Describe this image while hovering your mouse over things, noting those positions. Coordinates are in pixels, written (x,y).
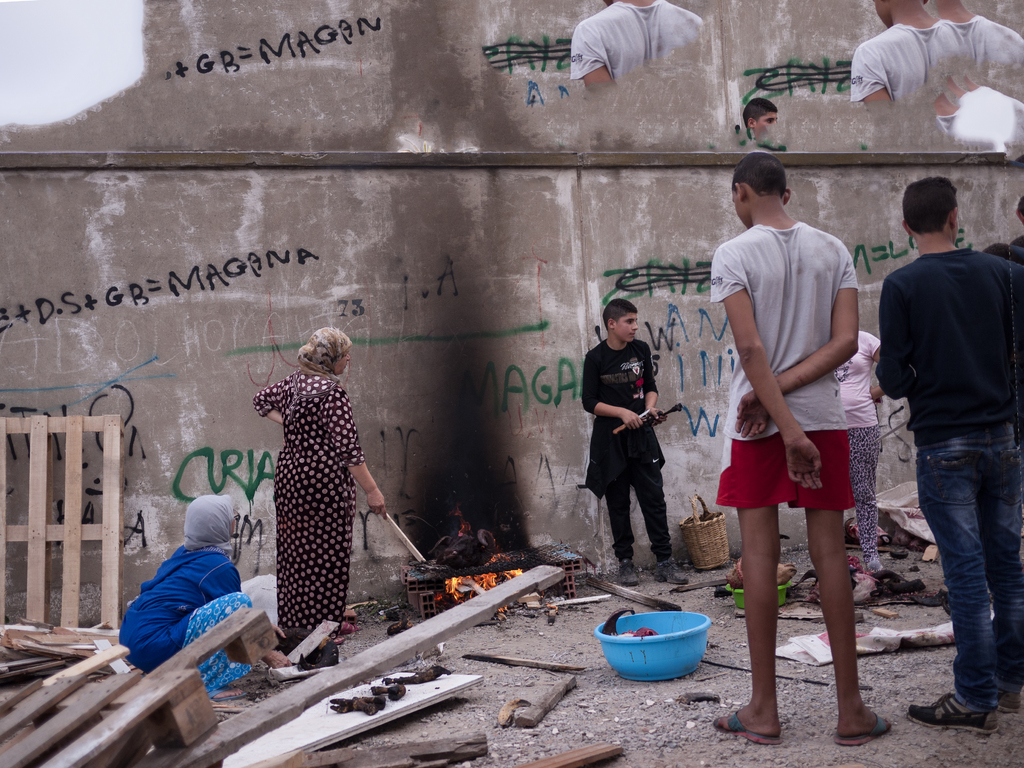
This is a collage image. In this image there are a few people (355,445) standing and sitting, around them there are some tools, fireplace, wooden sticks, plastic tub (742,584) and some other objects (99,430). In the background of the image (510,311) there is a wall (259,271) with some text (228,280) on it.
